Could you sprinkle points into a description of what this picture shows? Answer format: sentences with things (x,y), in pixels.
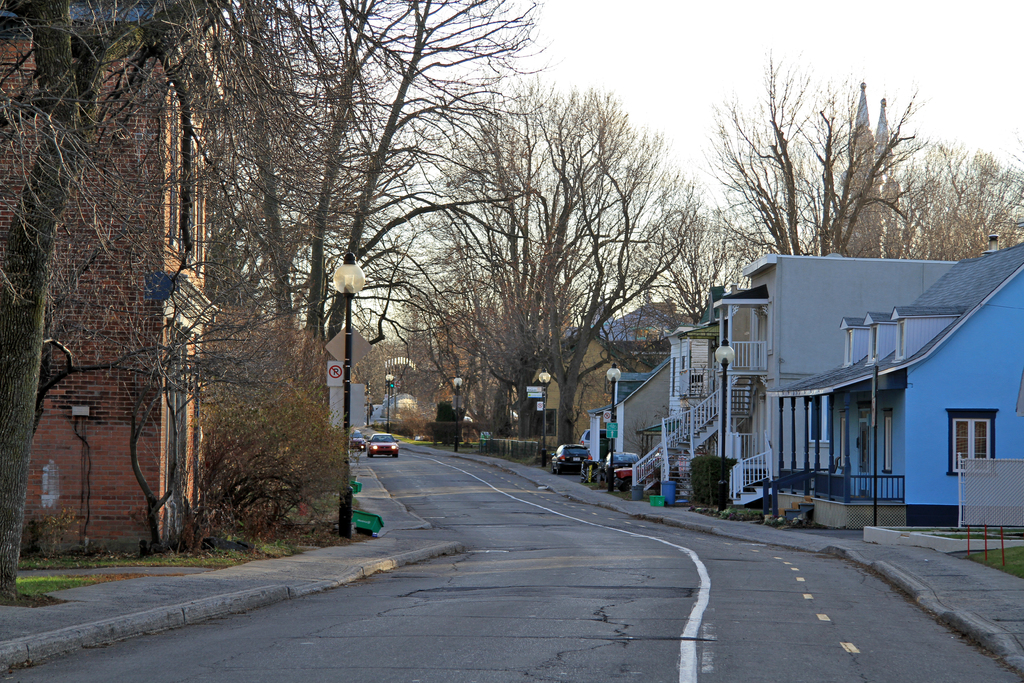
In this image we can see many houses (812,392) and buildings (649,328). There are many trees (488,238) and plants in the image. There are few vehicles (357,435) in the image. There is a road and sky (840,71) in the image. There are street lamps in the image.
